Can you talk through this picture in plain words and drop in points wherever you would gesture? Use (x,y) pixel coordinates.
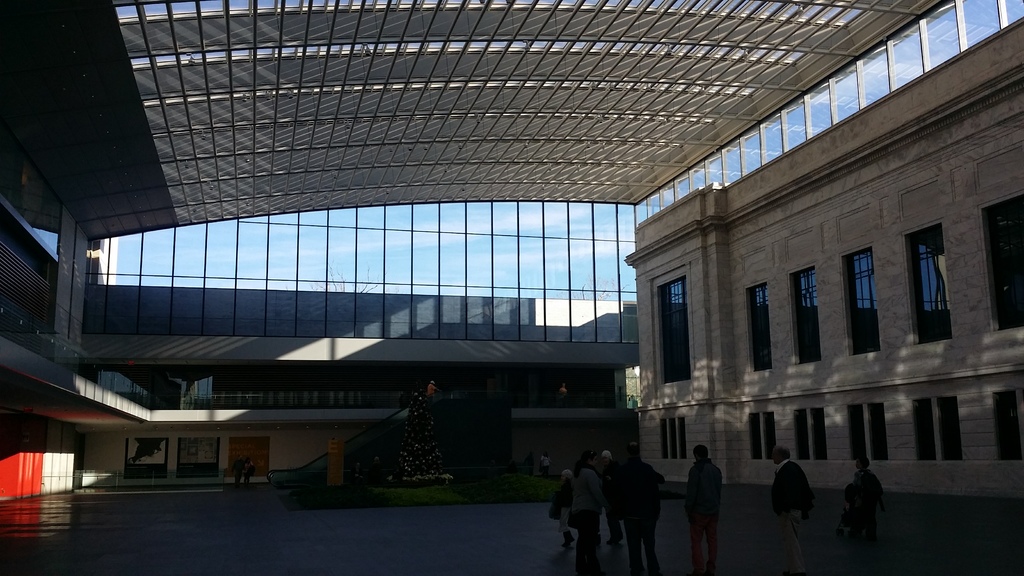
In this image there is a Christmas tree (433,471) on the grassland (421,491). Behind there is a staircase (325,455). Few people (865,529) are on the floor (533,538). Background (1016,353) there are buildings (727,346).
